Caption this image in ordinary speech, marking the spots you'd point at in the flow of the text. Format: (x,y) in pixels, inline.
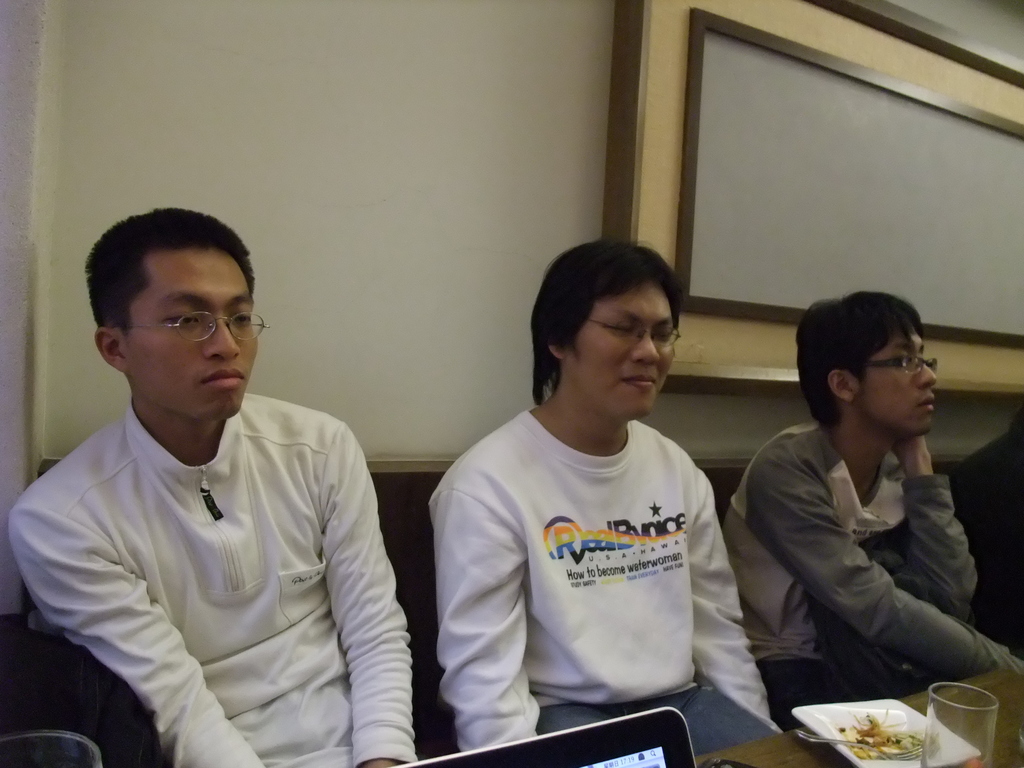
In this image I can see three men (940,504) are sitting and I can see all of them are wearing specs (250,335). I can also see two of them are wearing white dress (450,609) and on his t shirt (588,503) I can see something is written. I can also see a glass (943,682), a plate (860,761) and a fork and an electronic device (648,735) over here.
